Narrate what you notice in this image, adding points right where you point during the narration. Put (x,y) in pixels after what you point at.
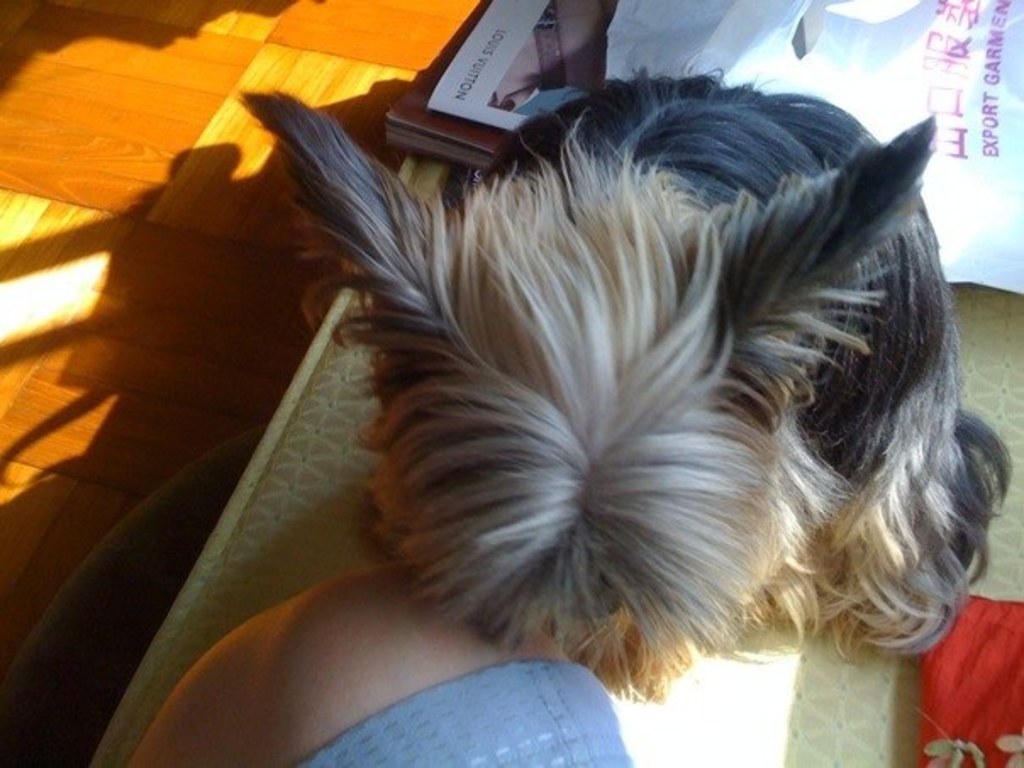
In this picture I can observe an animal (829,245) in the middle of the picture (395,435). It is looking like a dog (553,286). On the top of the picture (438,110) I can observe a book (572,49). In the background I can observe floor (148,84).
